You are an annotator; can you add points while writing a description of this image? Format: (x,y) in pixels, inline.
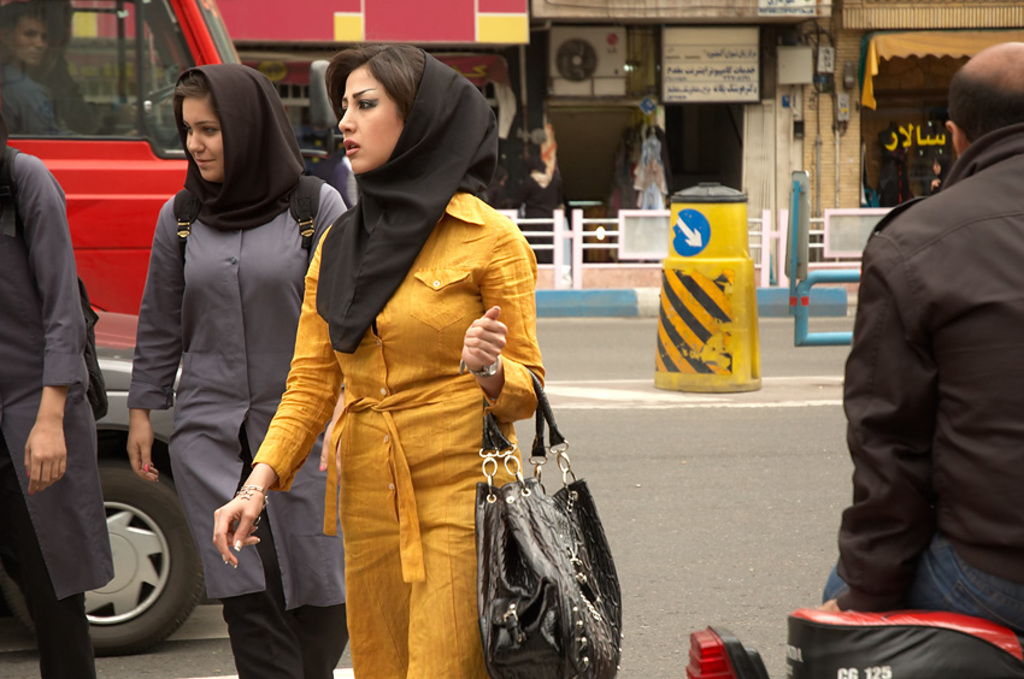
This image consist of three women (18,306) walking. In the front (464,530), the woman (447,388) is wearing yellow dress (387,380) and holding a black bag (533,539). In the background (576,59), there is a vehicle (138,53) and shops (626,21). At the bottom (712,515), there is a road (706,504). To the right (906,463), the man (930,527) is sitting on the bike (889,642).
